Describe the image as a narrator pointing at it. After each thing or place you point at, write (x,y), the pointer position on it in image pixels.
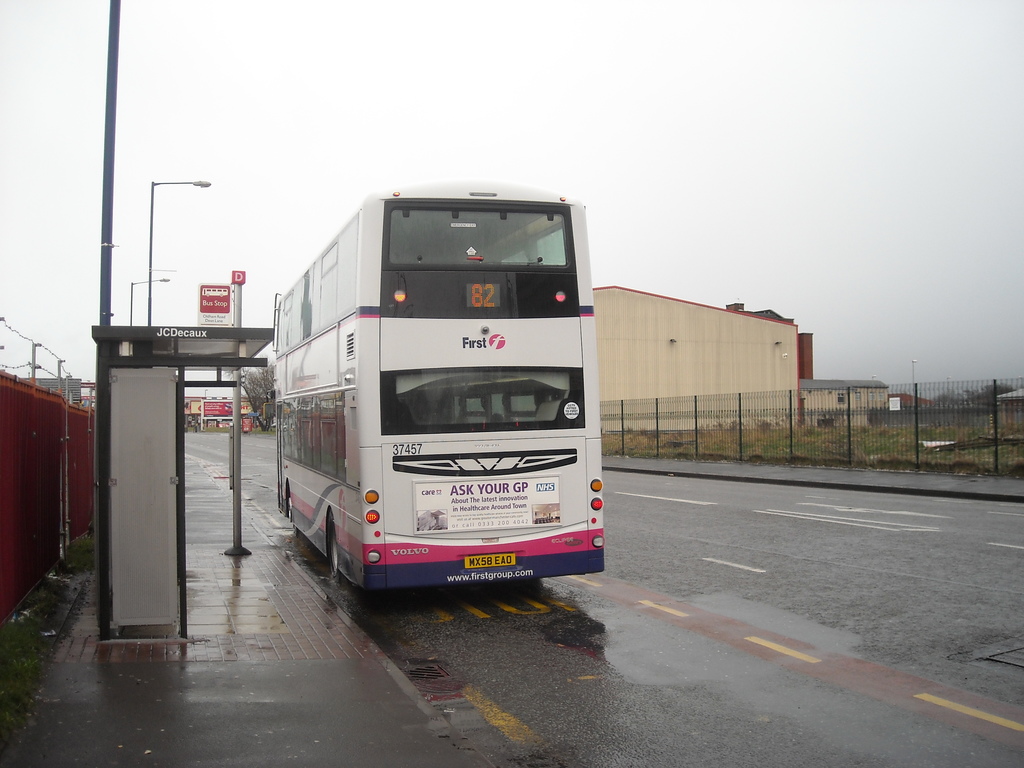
The image is taken outside a city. In the foreground of the picture (173,405) there is a bus stop (152,436) and a bus (474,371) on the road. In the middle of the picture (671,356) we can see trees (253,400), building (632,384), fencing (915,390) and field (792,418). On the left (151,252) there are street lights (151,280). At the top (467,61) it is sky (467,61).
